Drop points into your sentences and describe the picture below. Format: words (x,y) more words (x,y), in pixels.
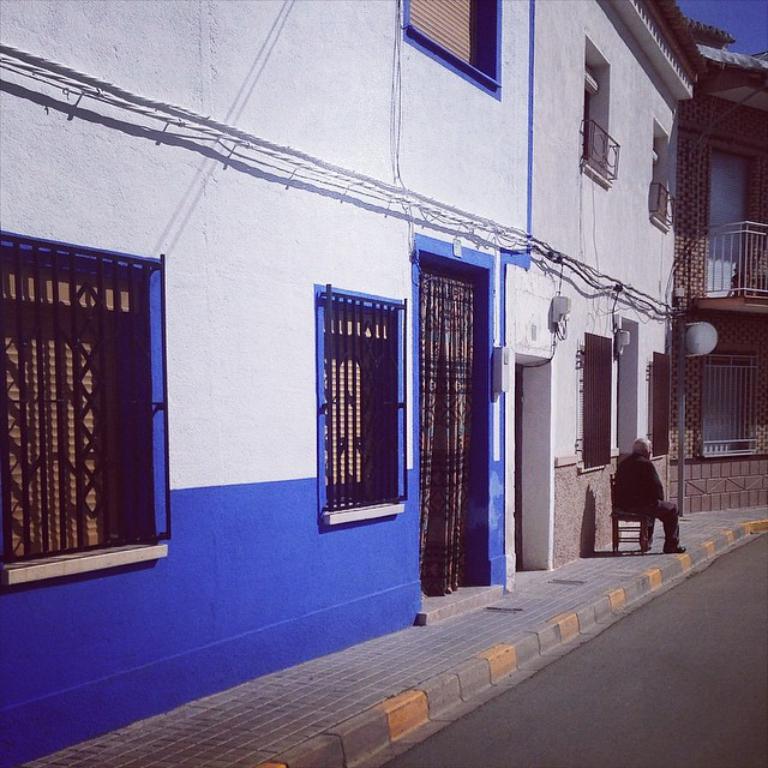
In the image there is a person (654,486) sitting on the footpath (656,544) on a chair (618,533) in front of a building (568,408) with a road (653,759) in front of it.
